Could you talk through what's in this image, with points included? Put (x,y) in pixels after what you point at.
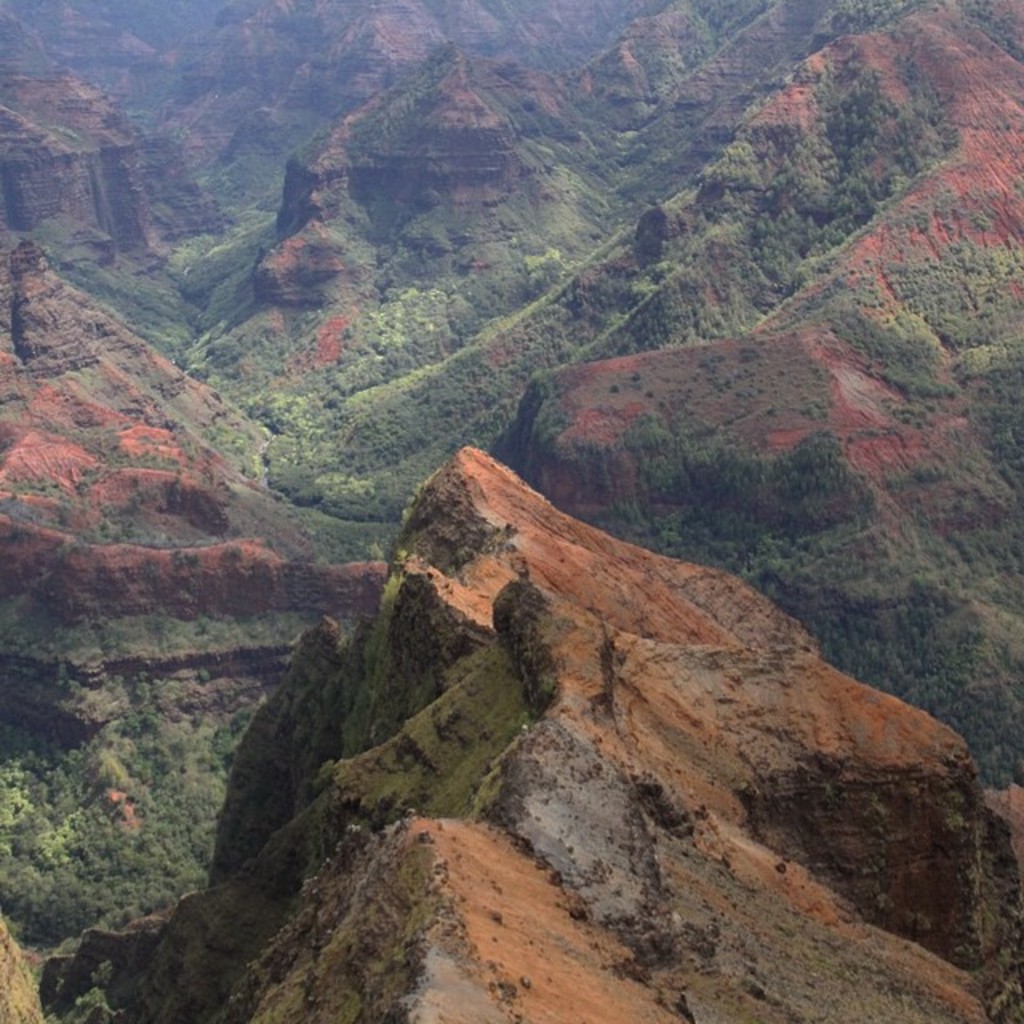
In this image we can see some mountains (432,604) which are in red and green color.
